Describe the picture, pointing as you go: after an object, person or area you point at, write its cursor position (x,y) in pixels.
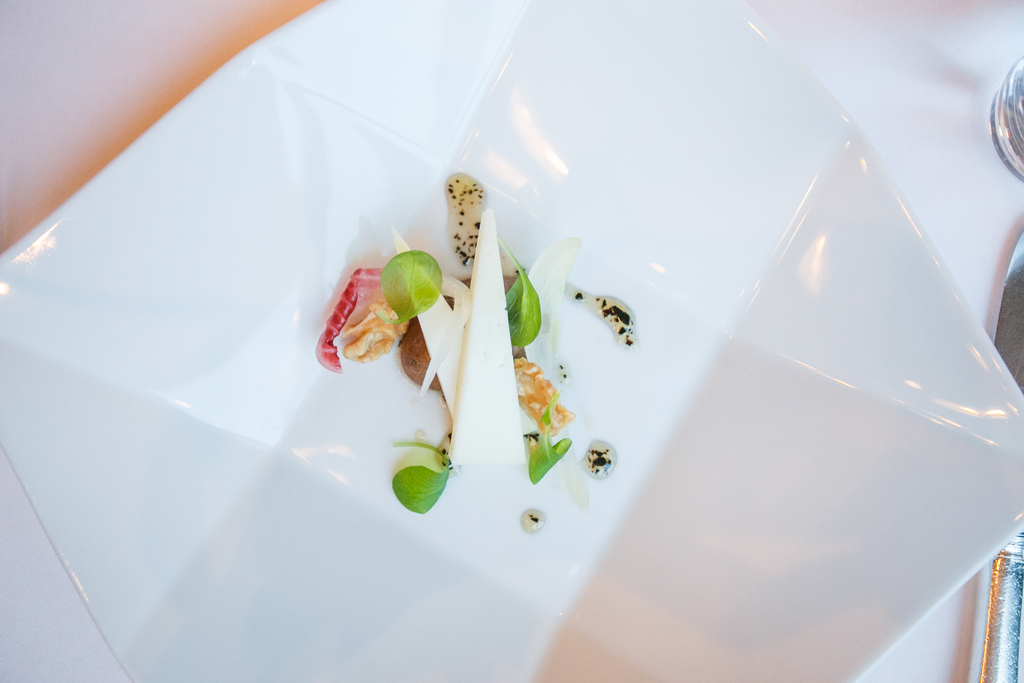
In the center of the image (482,452) there are food items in a plate (122,457). At the bottom of the image (926,677) there is a table (916,100). There is a knife (1006,284).
